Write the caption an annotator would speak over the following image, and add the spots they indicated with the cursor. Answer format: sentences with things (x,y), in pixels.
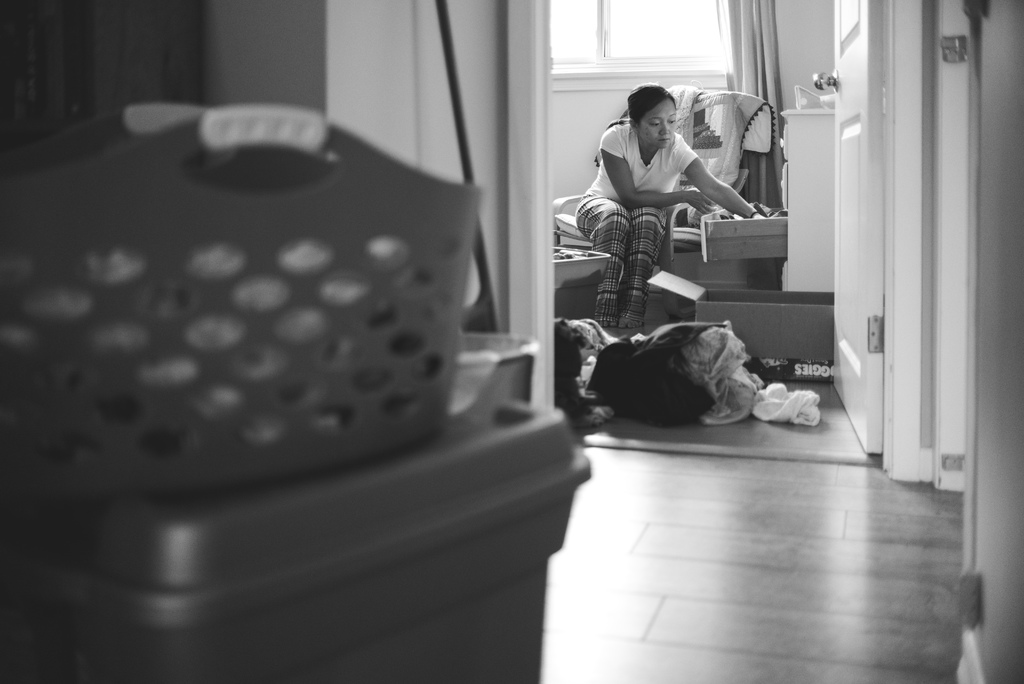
In this image there is a basket (332,351) on the object (123,570), door (865,97), window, curtain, a person (645,273) sitting on the chair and holding some items (738,217) in a drawer (776,225) of a cupboard (776,225), cardboard box (755,329) and some clothes (662,405) on the floor (829,442).
